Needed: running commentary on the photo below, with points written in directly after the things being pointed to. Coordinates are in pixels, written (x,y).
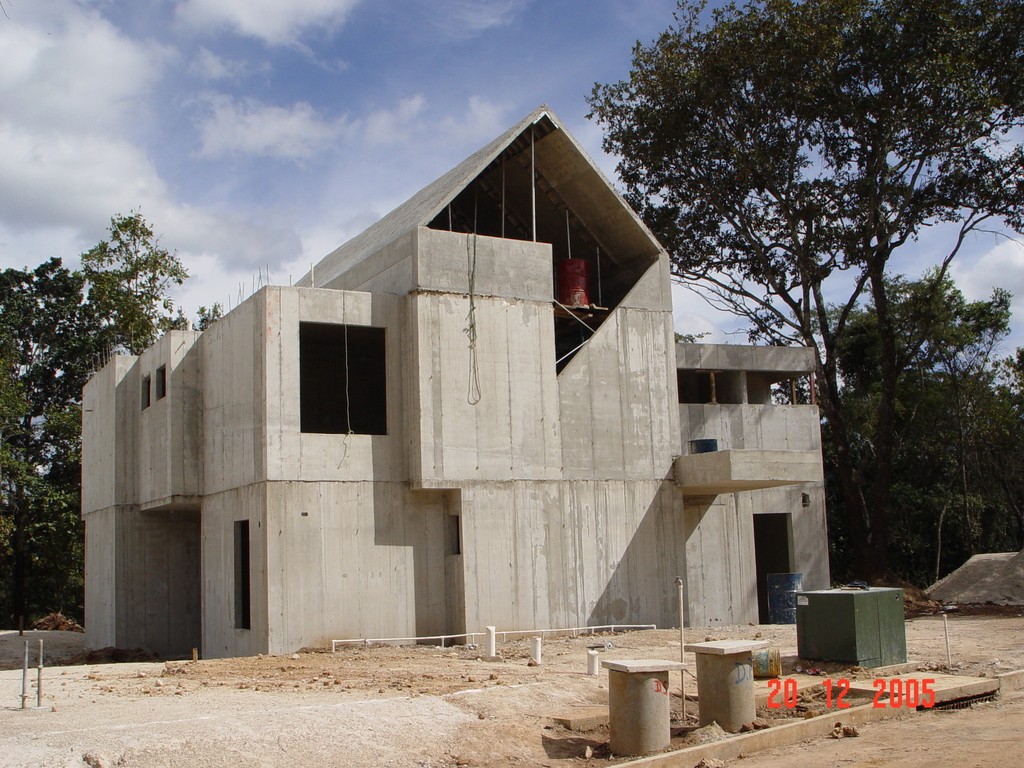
There are cement structures (736,646) and a watermark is present at the bottom of this image (736,701). We can see a building (438,415) and trees (96,363) in the middle of this image (630,383) and the sky (289,119) is in the background (322,132).
